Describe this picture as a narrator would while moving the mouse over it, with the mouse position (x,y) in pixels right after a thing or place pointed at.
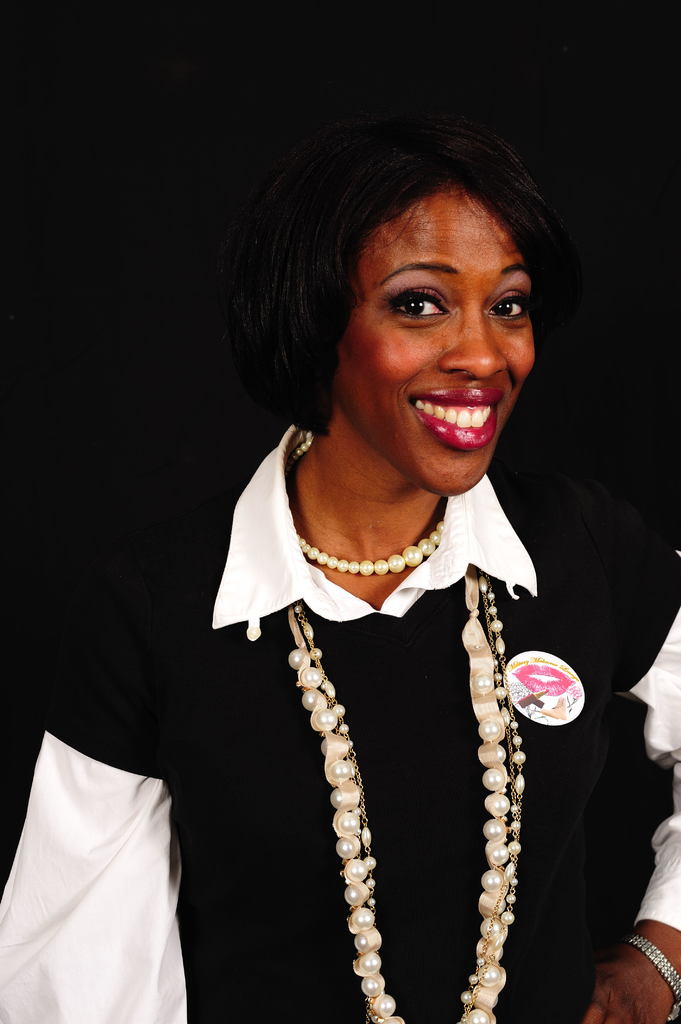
In this picture we can see a woman (231,612) wearing jewelry (324,736).
